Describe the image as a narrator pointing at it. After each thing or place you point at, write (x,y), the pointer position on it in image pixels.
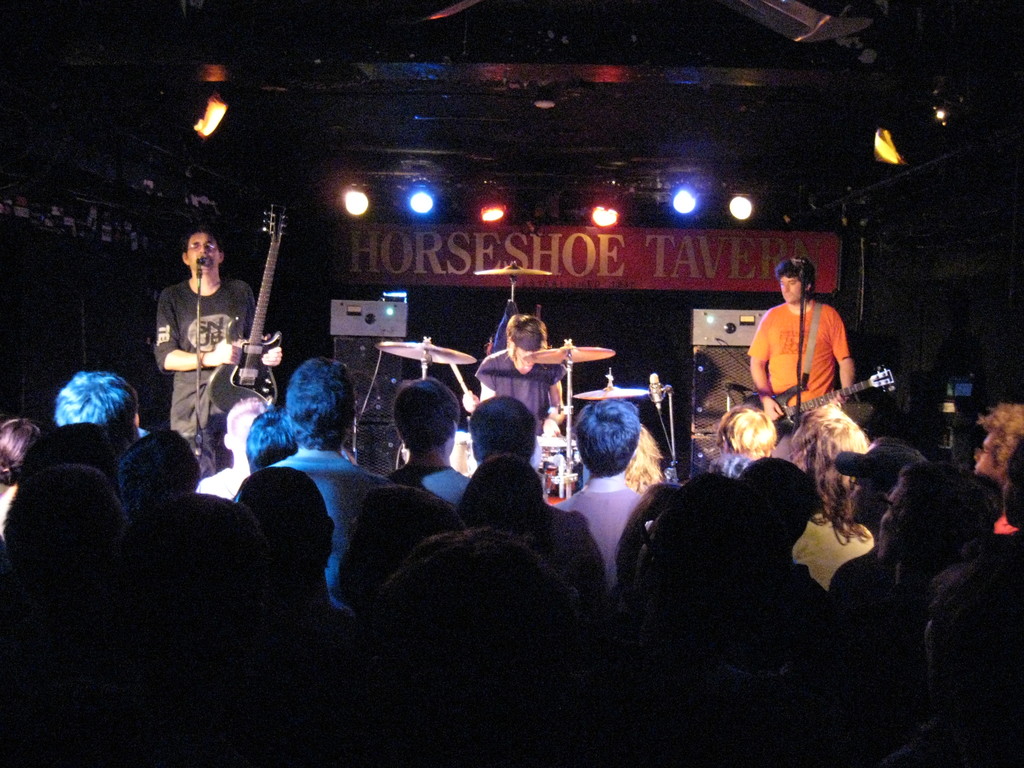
In this picture there are group of people (243,406) those who are standing before the stage (600,317) as audience (688,554) and there are three people (763,335) those who are playing the music on the stage (550,282), the person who is standing at the right side of the image (841,309), he is playing the guitar (788,422) and the person (212,451) who is at the left side of the image (187,435), he is also playing the guitar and singing in the mic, there are speaker (716,359) at the left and right side of the image (734,370), and the person (471,396) who is sitting at the center of the image (541,425) she is playing the drum (473,362), there are spotlights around the area of the image and there is a flex (690,230) behind them in the image.
